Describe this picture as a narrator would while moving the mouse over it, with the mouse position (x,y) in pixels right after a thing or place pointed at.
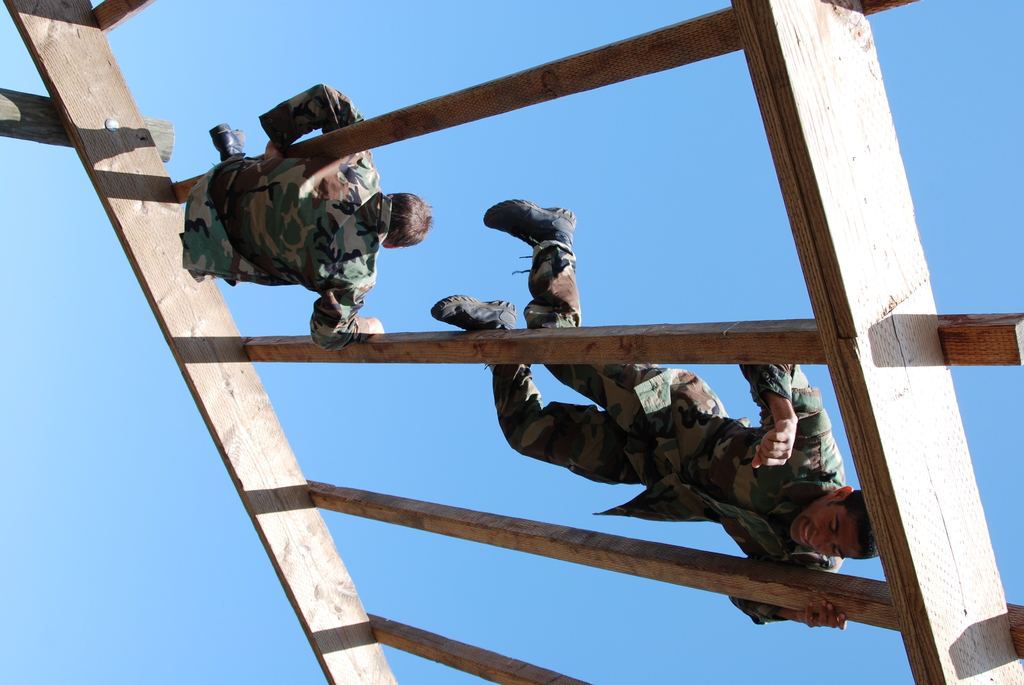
In this image, we can see two persons (772,416) on wooden material (417,107). In the background (479,147), we can see the sky (277,68).
